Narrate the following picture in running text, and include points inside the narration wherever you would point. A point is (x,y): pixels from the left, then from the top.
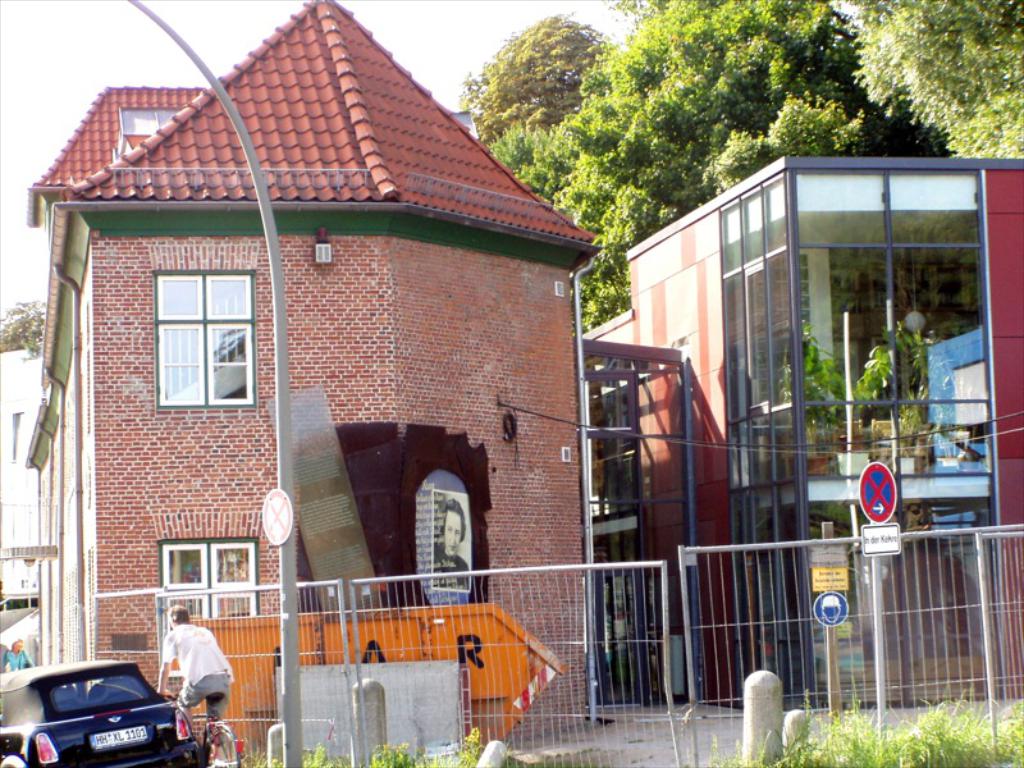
In this image we can see a house (562,631) with roof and windows (185,600) and a building (795,492). We can also see a fence (833,628), a sign board (895,539), a person (195,629) riding bicycle (226,740) and a car (146,688) parked aside. On the backside (597,20) we can see the sky (463,28).
